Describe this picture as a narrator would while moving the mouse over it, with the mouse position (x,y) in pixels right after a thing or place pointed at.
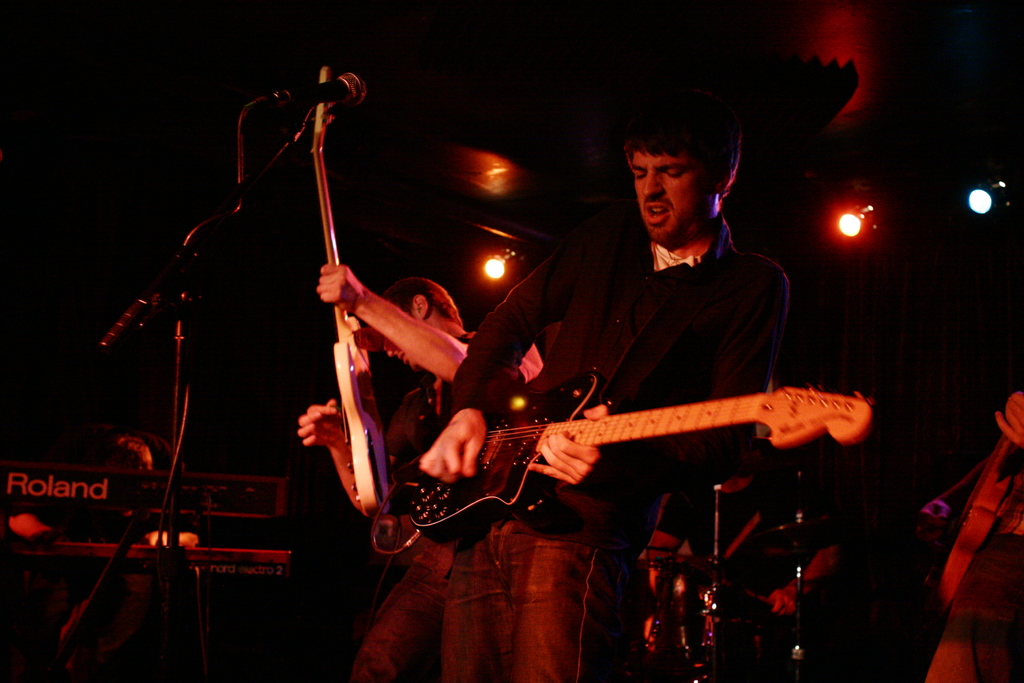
The image looks like it is clicked in a concert. There are three men (643,319) standing and performing some music. Each of them are playing guitars (367,488). In the middle (539,291) the man (471,604) is wearing black shirt (659,396) and playing guitar (519,498) and also singing. To the left (224,573) there is a piano (136,478). And in the front (172,567) there is a mic (329,81) along with mic stand (164,573).
